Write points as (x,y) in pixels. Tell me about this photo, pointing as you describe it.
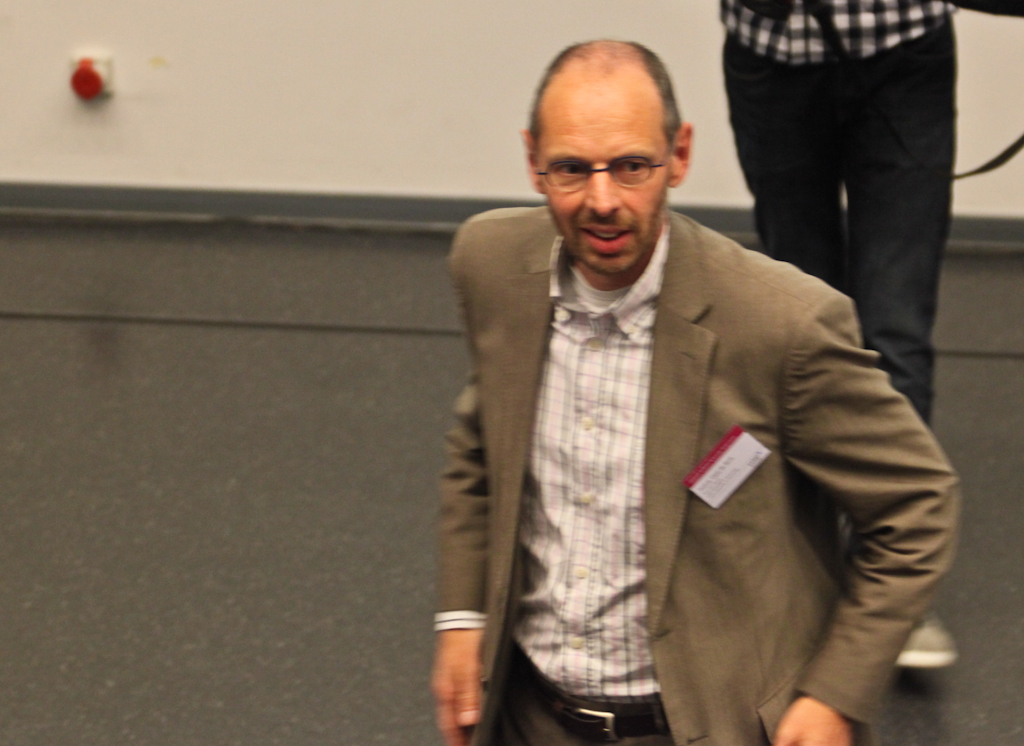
In this image there is a person (699,564) wearing a blazer (670,415). Right side (895,162) there is a person (887,147) walking on the floor (42,408). Background (46,69) there is a wall (430,175).
